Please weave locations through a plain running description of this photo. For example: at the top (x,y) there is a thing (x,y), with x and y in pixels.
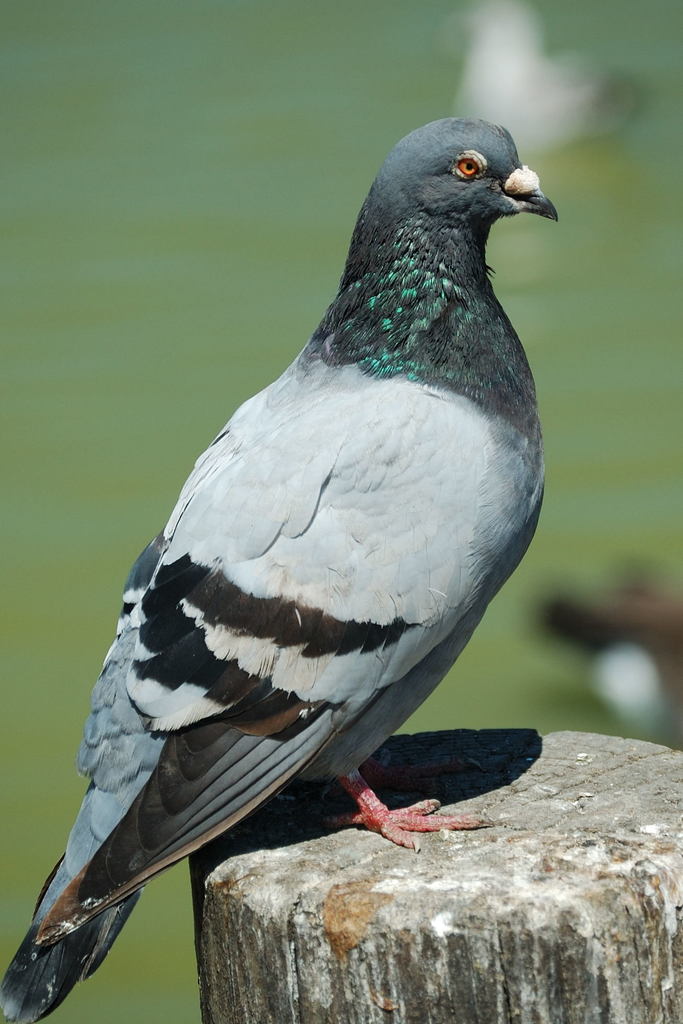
In the center of the image (323,458) there is a bird (194,759) standing on the wood (340,954). In the background (115,348) there is a water (200,70).
